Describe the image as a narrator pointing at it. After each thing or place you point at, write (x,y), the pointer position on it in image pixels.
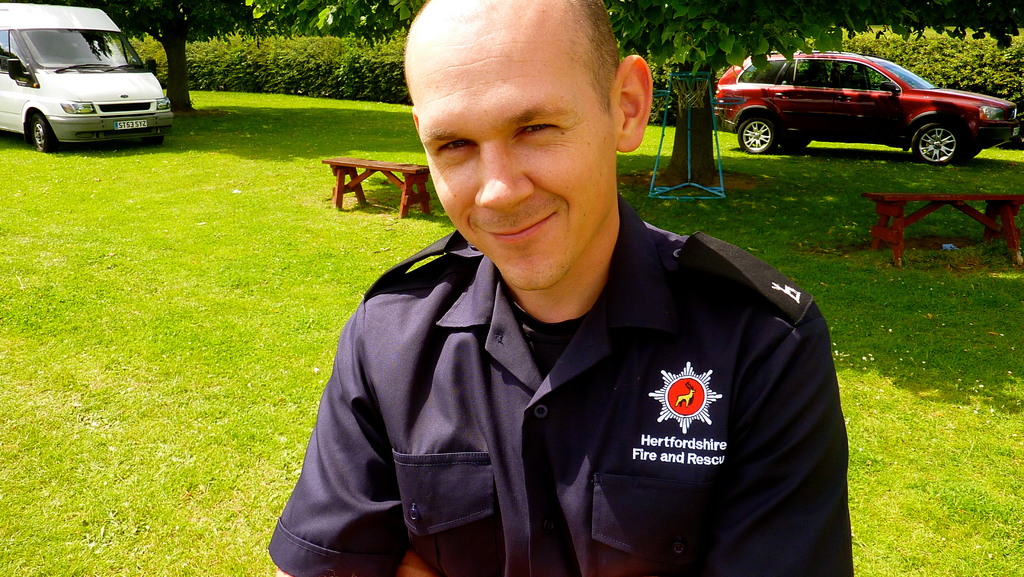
In the picture we can see a man (552,178) who is smiling. In the background (349,198) we can find some trees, car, van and two benches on the grass (232,215). The man (487,245) who is smiling has worn uniform (483,275).
